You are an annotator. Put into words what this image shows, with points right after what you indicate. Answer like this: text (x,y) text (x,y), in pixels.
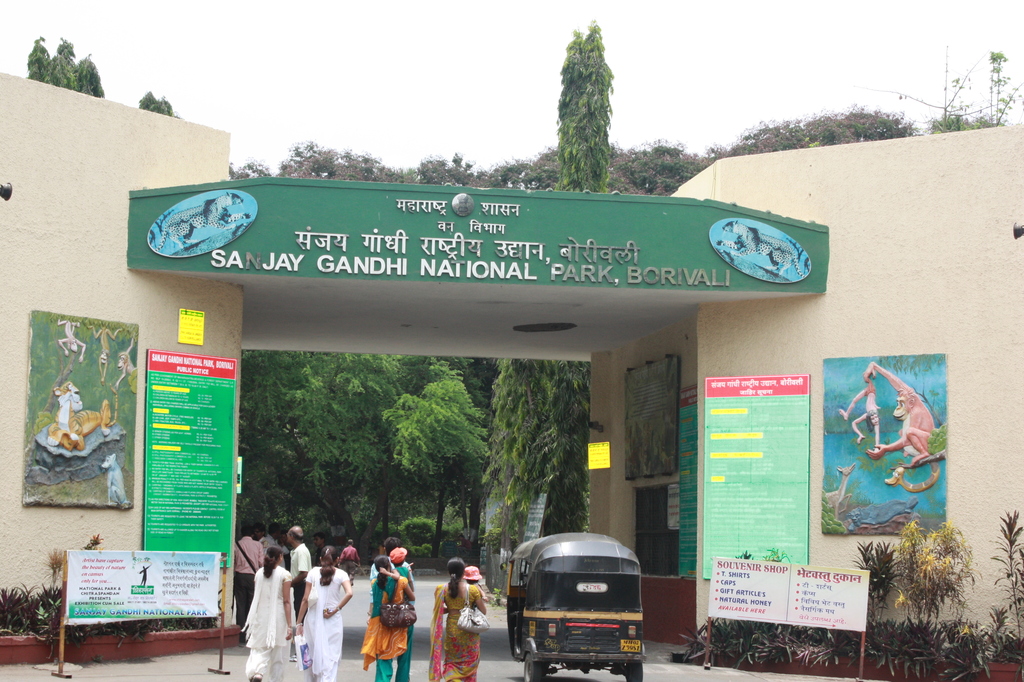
In this picture I can see an arch (633,216) of a national park (8,405), there are group of people (398,648) standing, there are plants (155,627), trees (376,513), and in the background (487,106) there is the sky (614,125).
